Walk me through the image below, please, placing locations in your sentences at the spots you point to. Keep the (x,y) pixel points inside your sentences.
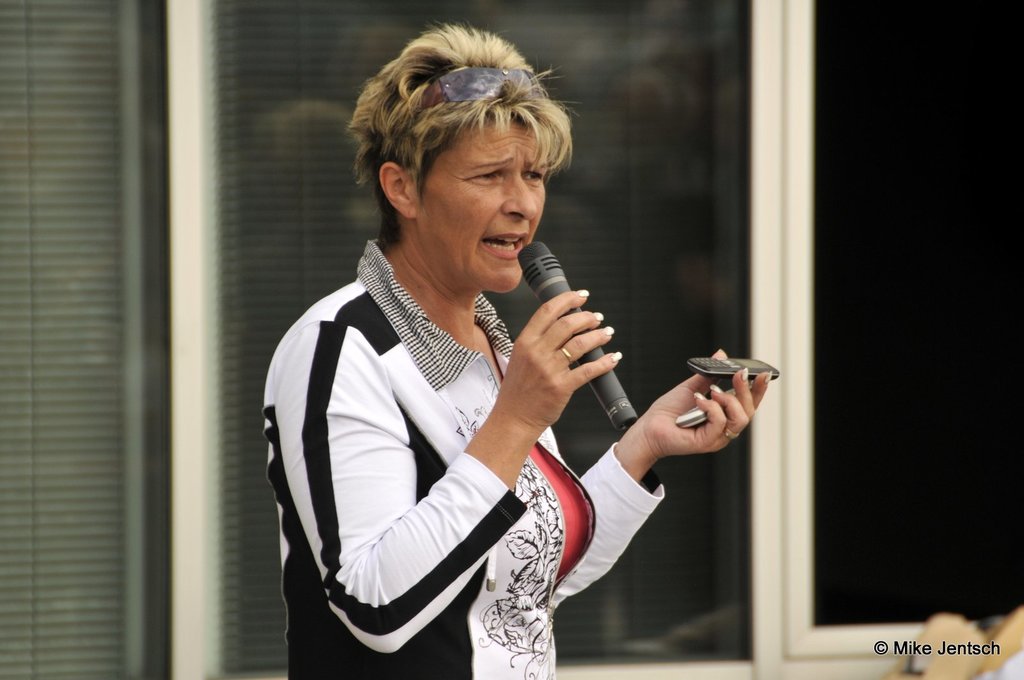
In this picture there is a woman (471,619) wearing a black and white jacket (359,358). She is holding a mike (609,389) in one hand (554,415) and mobiles (690,424) in another hand (678,428). In the background (712,295) there is a house (201,126).
